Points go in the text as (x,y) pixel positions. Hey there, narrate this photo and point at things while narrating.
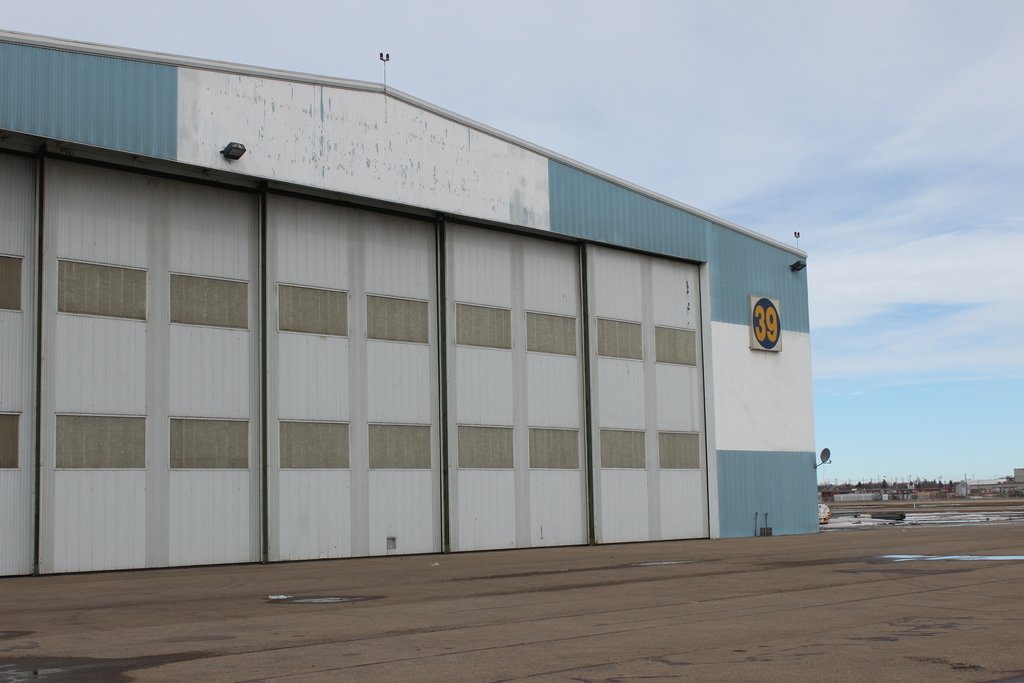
In this image it looks like it is a Godown (260,320). At the top (833,206) there is sky (790,111). At the bottom (641,613) there is floor (358,644) on which there is water (336,602). In the foreground (395,431) there are asbestos sheets (523,382) which are kept one beside the other.
